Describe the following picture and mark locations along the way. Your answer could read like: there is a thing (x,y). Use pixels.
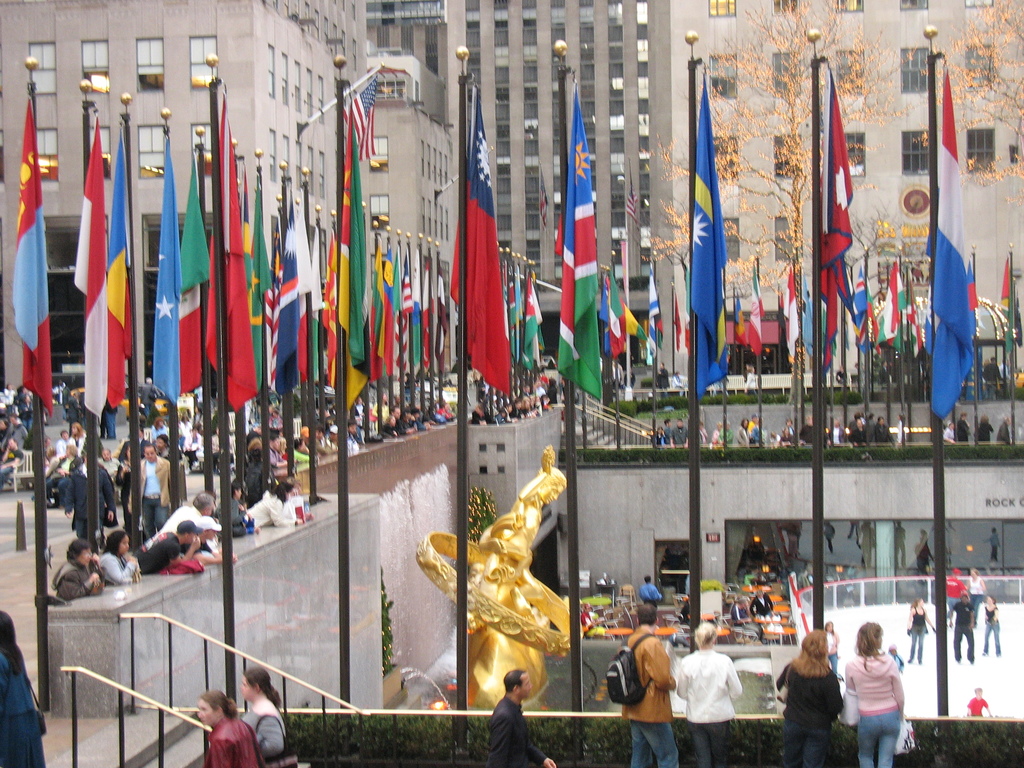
Here in this picture we can see number of flag posts (1005,297) present all over the place and in the middle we can see a statue (535,692) present and we can see people (105,569) standing and walking all over the place and behind them we can see buildings (159,11) present all over there and we can see trees (726,133) and light posts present here and there.
